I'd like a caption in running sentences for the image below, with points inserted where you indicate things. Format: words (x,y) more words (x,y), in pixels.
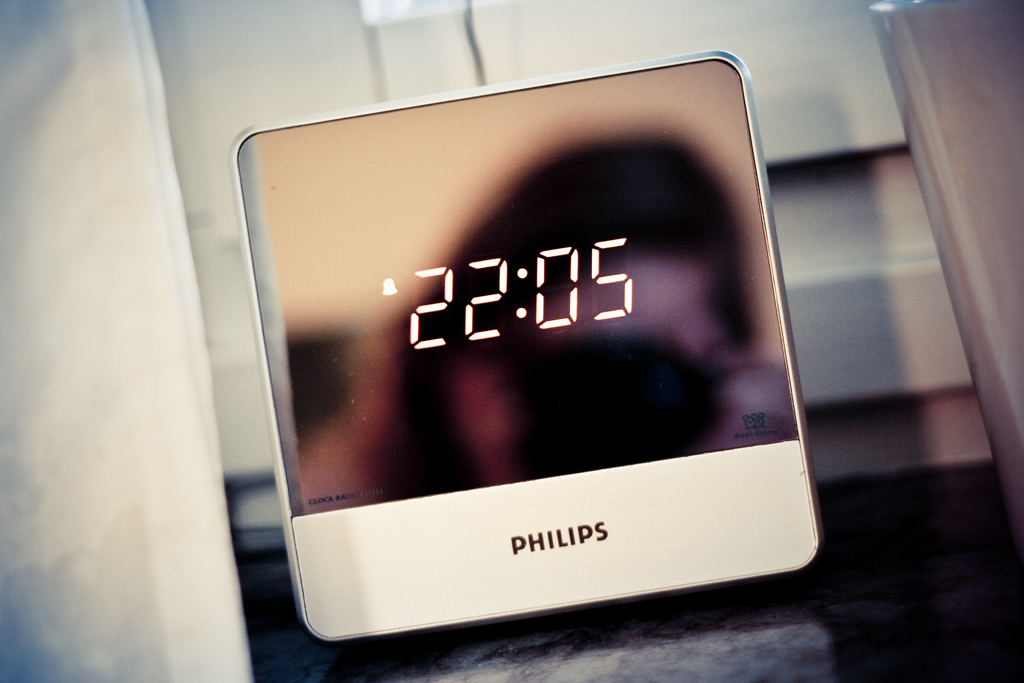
In this picture we can see a digital watch (410,404) and on the watch (500,552), it is written as "Philips". Behind the watch (264,377) there is a blurred background (733,28).
